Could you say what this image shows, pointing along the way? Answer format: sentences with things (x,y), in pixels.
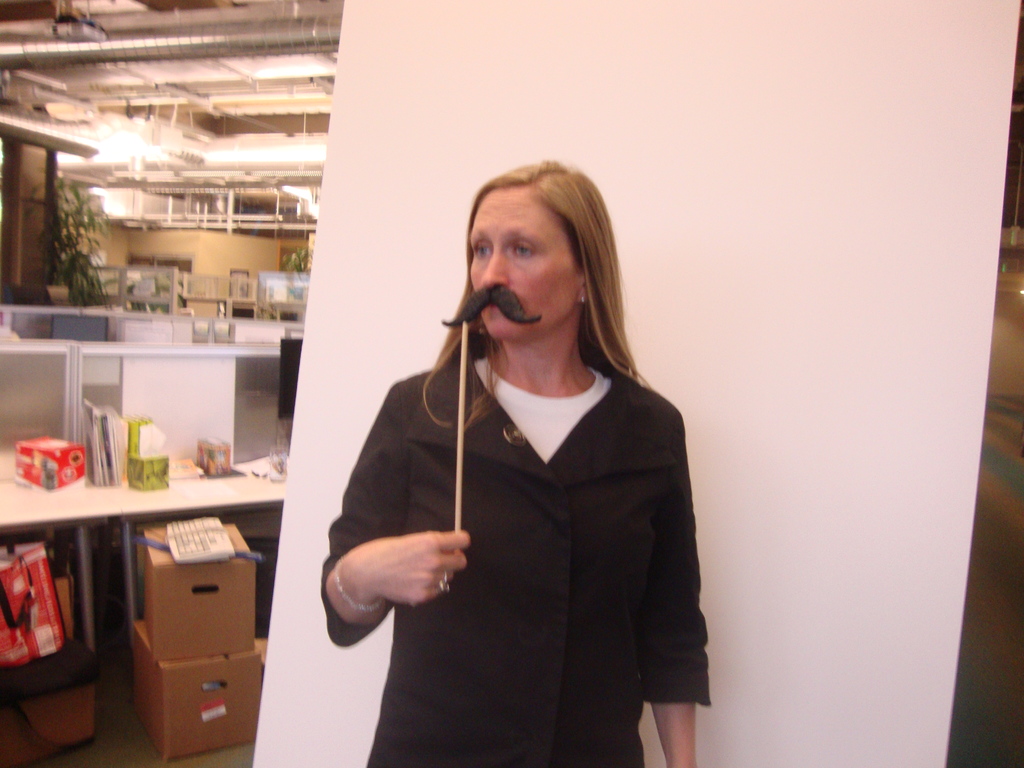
In the center of the image (506,490) we can see a lady (565,491) standing and holding an object (516,316). There are desks (201,478) and at the bottom (181,720) there are cardboard boxes (236,680). We can see objects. In the background (279,150) there are lights (314,208) and we can see a white panel (812,315).
